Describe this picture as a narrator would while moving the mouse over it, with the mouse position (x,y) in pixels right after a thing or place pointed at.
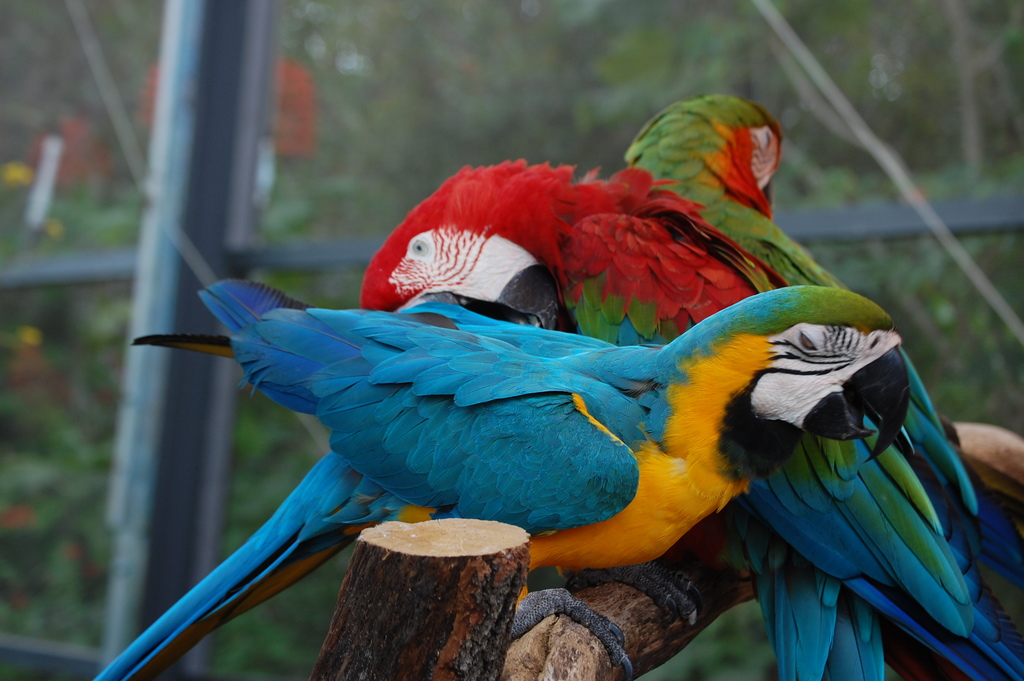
In this image I can see three parrots (630,353) on a branch (565,643). These parrots (632,464) are in different colors. The background of the image (262,236) is blurred.
